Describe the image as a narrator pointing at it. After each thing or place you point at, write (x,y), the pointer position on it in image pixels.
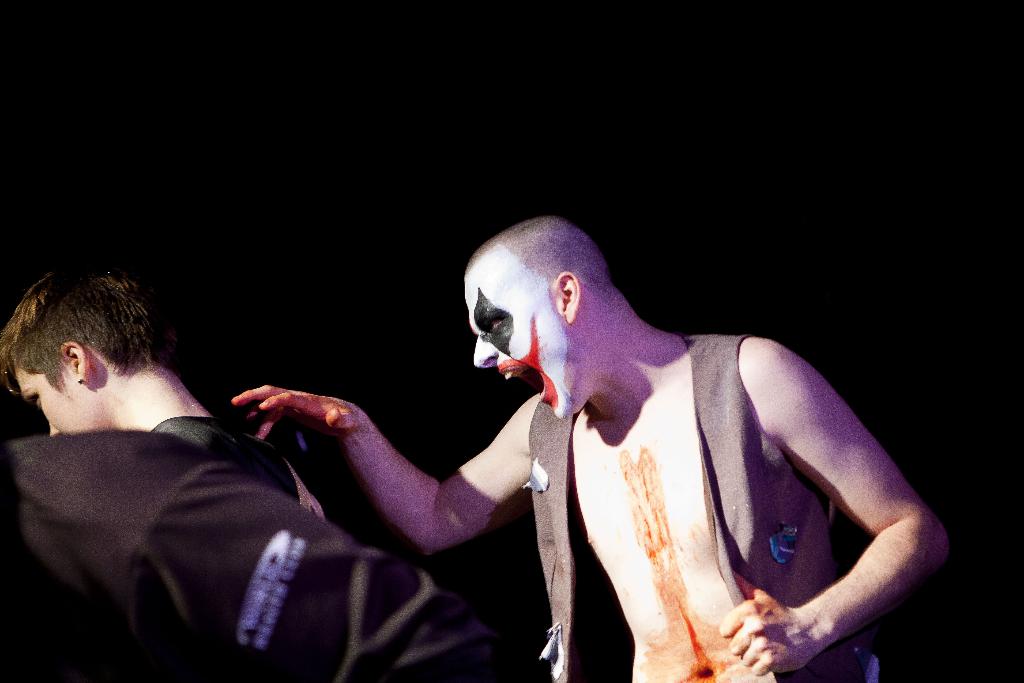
In this image we can see a person (643,487) with a makeup (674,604). Also there are two other people (126,402). In the background (291,256) it is dark.
